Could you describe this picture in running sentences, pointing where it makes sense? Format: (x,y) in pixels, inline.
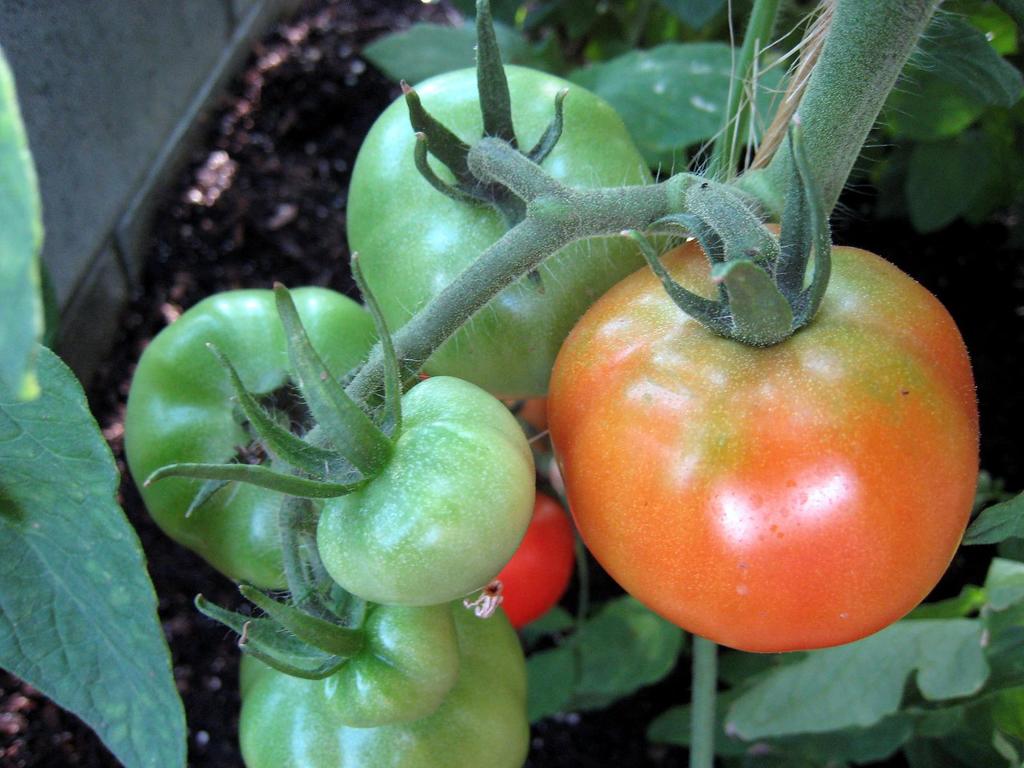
In this picture there are tomatoes (406,492) to a stem (560,235). on the right (809,687) there are plants (771,94). On the left (87,572) there are leaves (64,550), wall (137,105) and soil (273,141).
